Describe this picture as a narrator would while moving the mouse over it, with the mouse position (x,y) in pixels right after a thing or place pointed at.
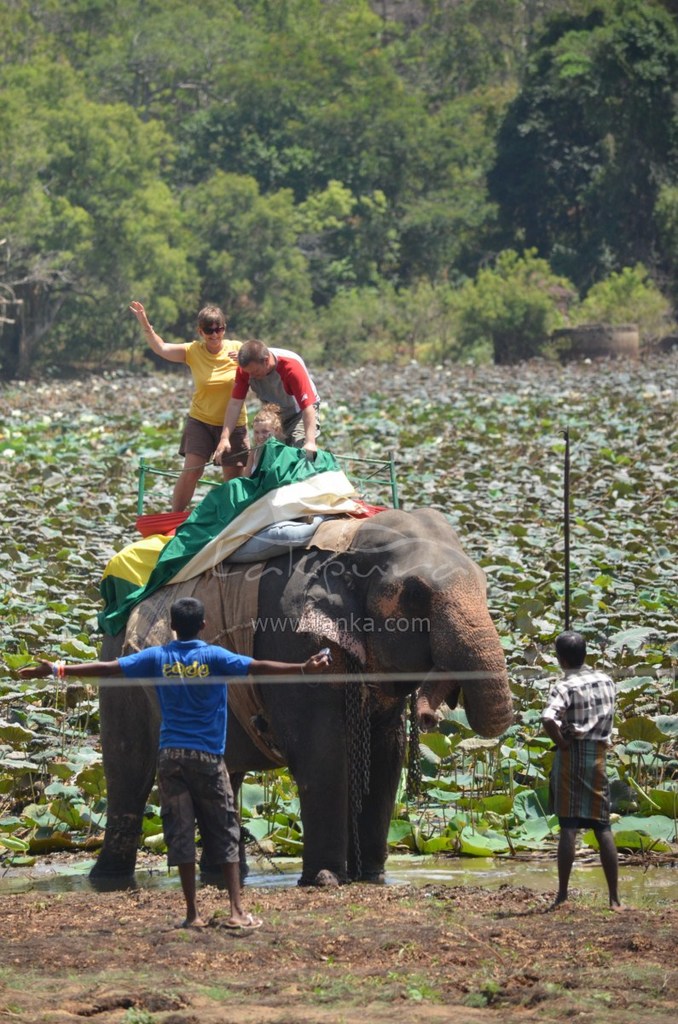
In the picture there is an elephant (284,659) and three people (263,425) on the elephant (320,785), beside the elephant (312,753) there are another two men (564,733) standing, in the background (492,438) there is a lake (511,523) covered with some plants (561,503) and behind the lake (521,524) there are a lot of trees (385,202).
